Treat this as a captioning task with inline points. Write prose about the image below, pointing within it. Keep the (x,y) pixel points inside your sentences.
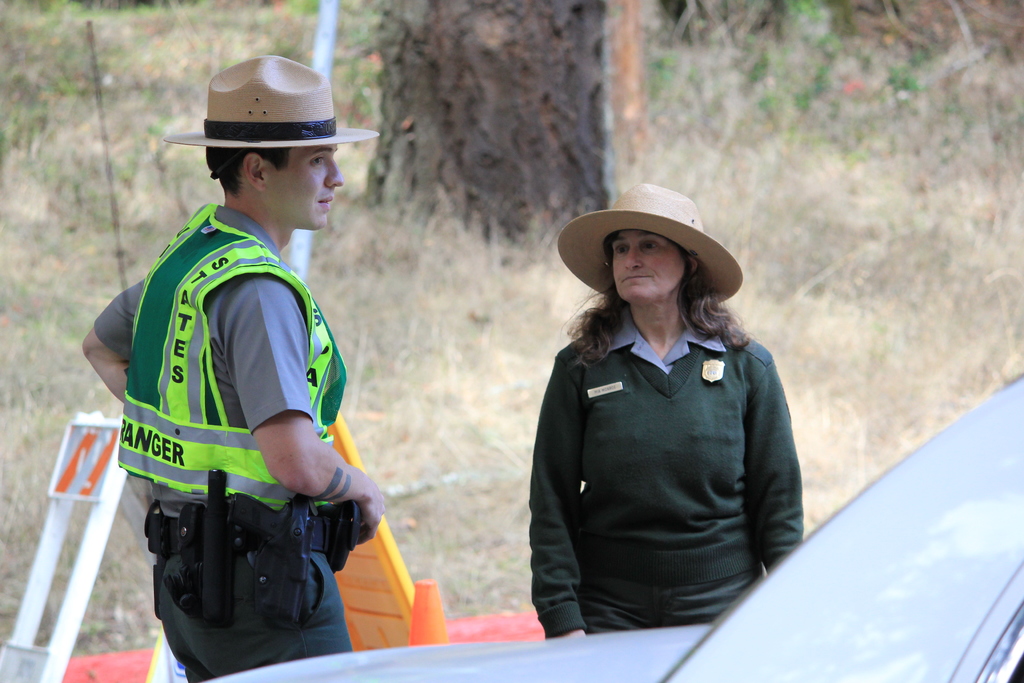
In the foreground of this image (673,477), there is a man (191,345) and a woman (672,559) wearing hats (693,254) are standing on the ground (513,625). On the bottom (734,666), there is a vehicle (855,640). In the background (937,185), there is grass (446,310), few safety cone (416,620) and boards (60,610), a pole (320,52) and the tree (604,31).
